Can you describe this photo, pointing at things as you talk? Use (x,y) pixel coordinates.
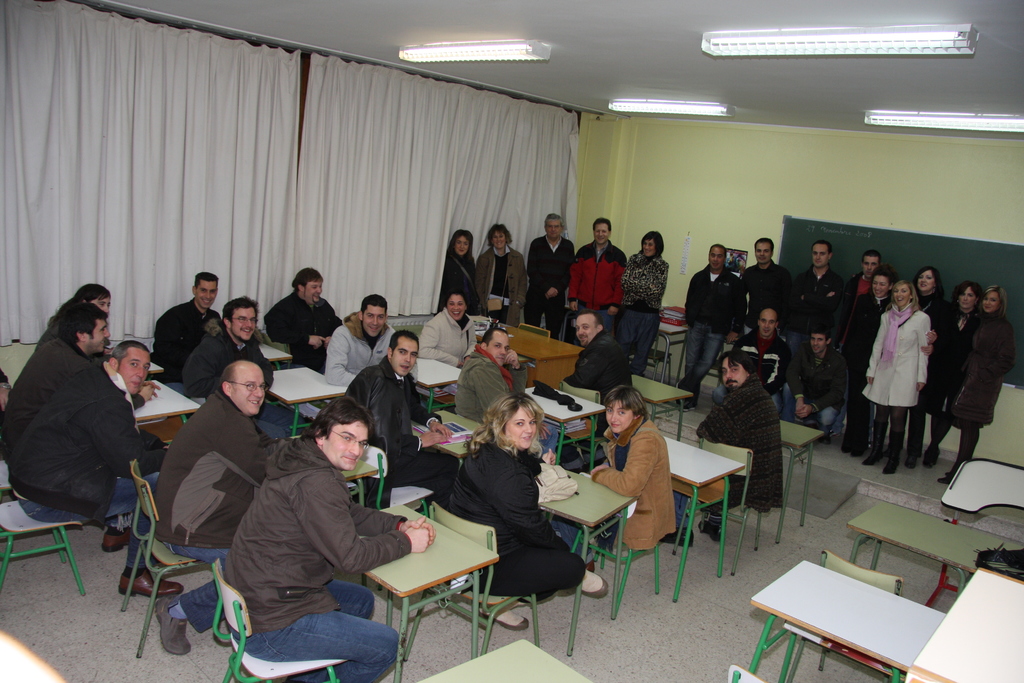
In the picture we can see many people (54,465) are sitting on the chairs (736,563) near the tables (783,581) and they are turning back and smiling and in the background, we can see some people (957,381) are standing and two people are sitting near the wall (1001,400) and in the wall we can see the white color curtain (8,141) and a blackboard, and to the ceiling (907,20) we can see some lights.
